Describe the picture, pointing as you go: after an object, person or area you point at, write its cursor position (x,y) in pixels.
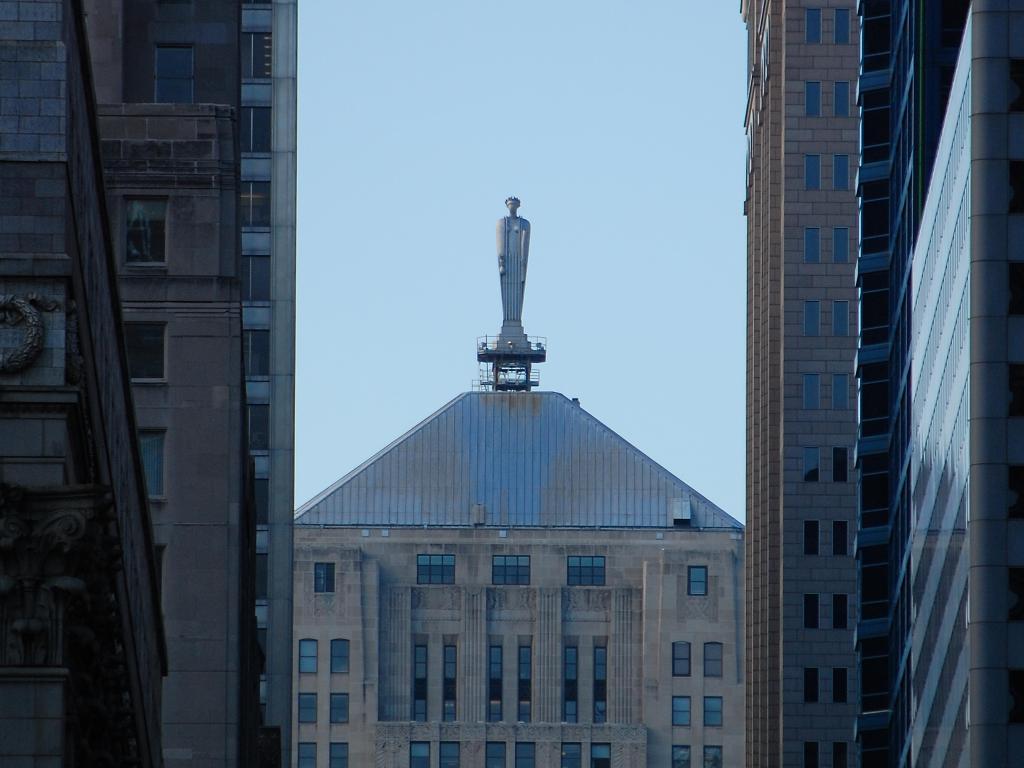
In this image in the foreground (93,372) there are some buildings (243,543) and in the center (460,475) there is another building (469,513) and some statue (512,227), and on the top of the image (543,151) there is sky (542,324).
